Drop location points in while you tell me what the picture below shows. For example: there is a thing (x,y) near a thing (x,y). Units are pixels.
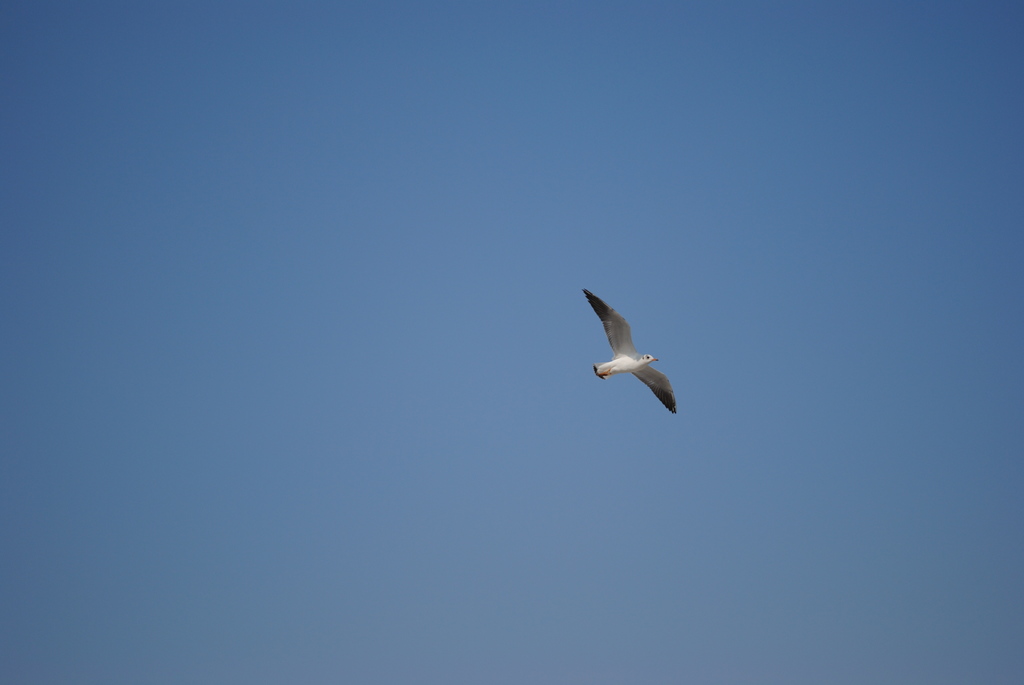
In this picture we can see a bird (619,357) is flying. Behind the bird (619,369), there is the sky (272,333).
